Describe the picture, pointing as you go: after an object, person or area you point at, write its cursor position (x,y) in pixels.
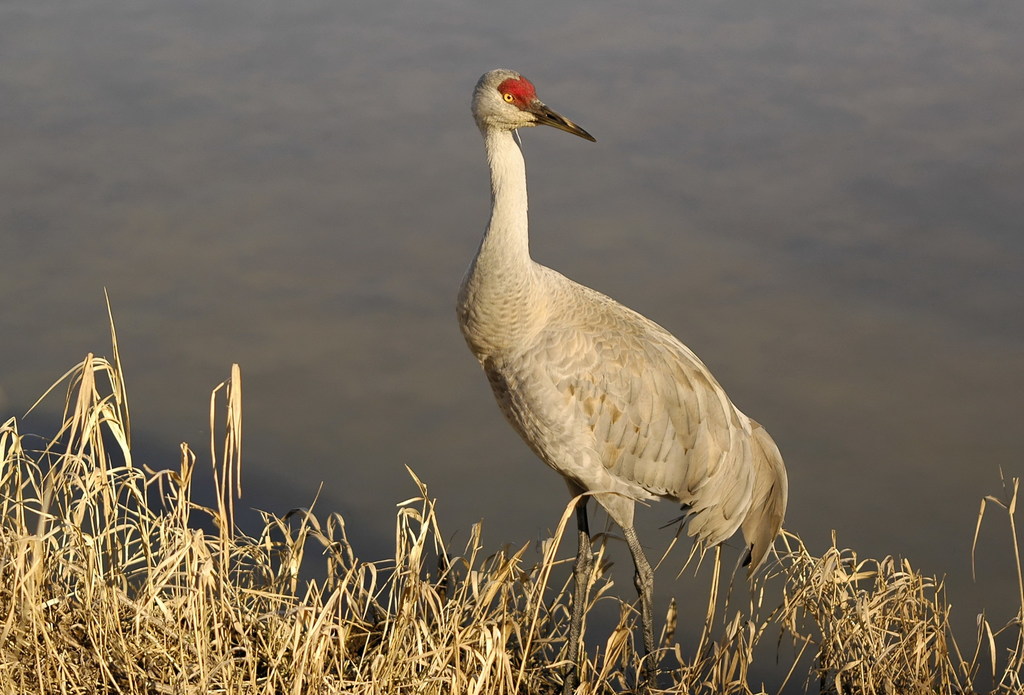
In this image in the front (521,651) there is dry grass (521,651). In the center (578,370) there is a bird (609,412). In the background (401,229) there is water (543,191).
